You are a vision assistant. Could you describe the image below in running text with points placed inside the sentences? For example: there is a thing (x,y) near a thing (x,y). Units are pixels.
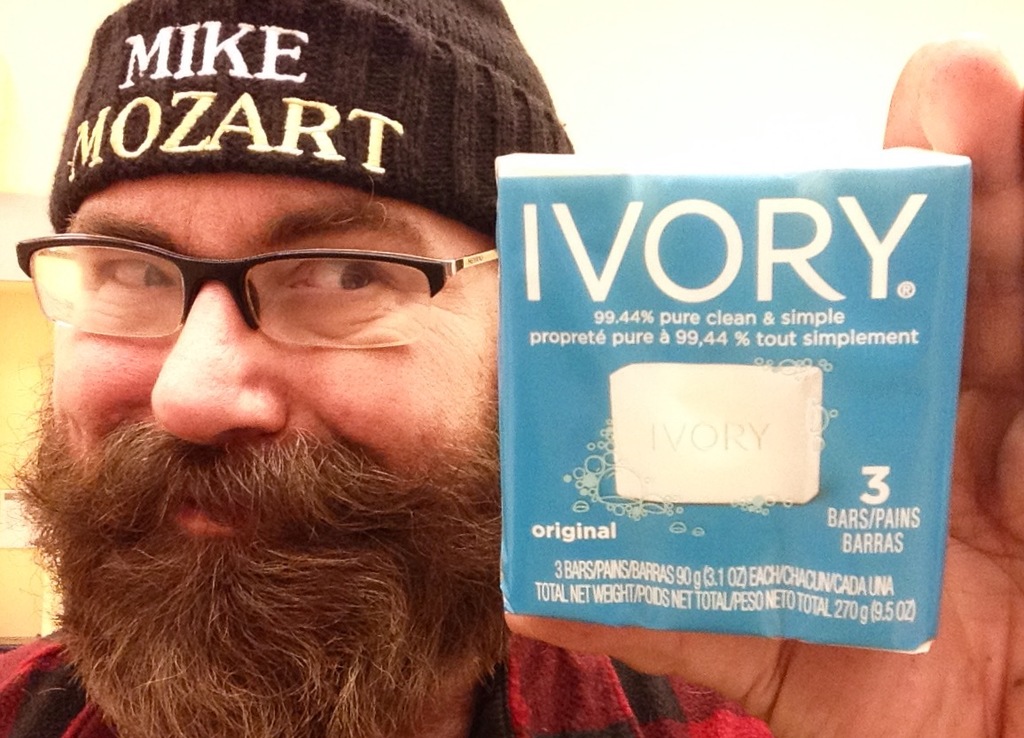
In this image we can see a man (338,645) is holding blue color thing (766,459) in his hand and wearing black color cap (352,105).
